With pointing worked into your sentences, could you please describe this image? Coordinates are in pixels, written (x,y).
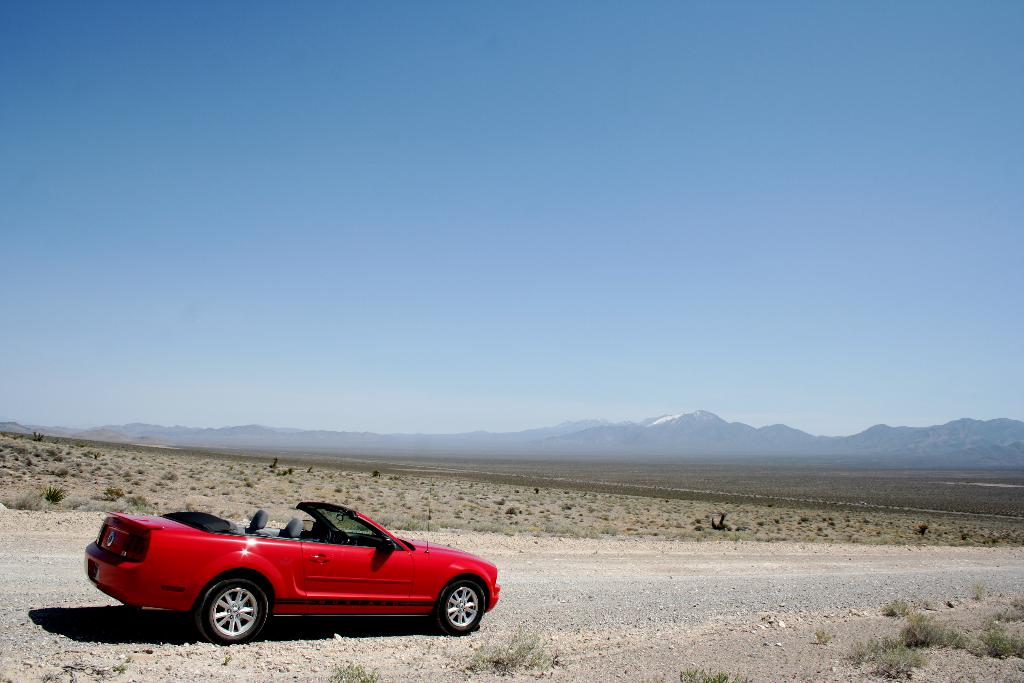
There is a car (371,598) present on the road (627,595) as we can see at the bottom of this image (567,604). We can see mountains (661,441) in the background (676,436). The sky (606,351) is at the top of this image (386,116).
